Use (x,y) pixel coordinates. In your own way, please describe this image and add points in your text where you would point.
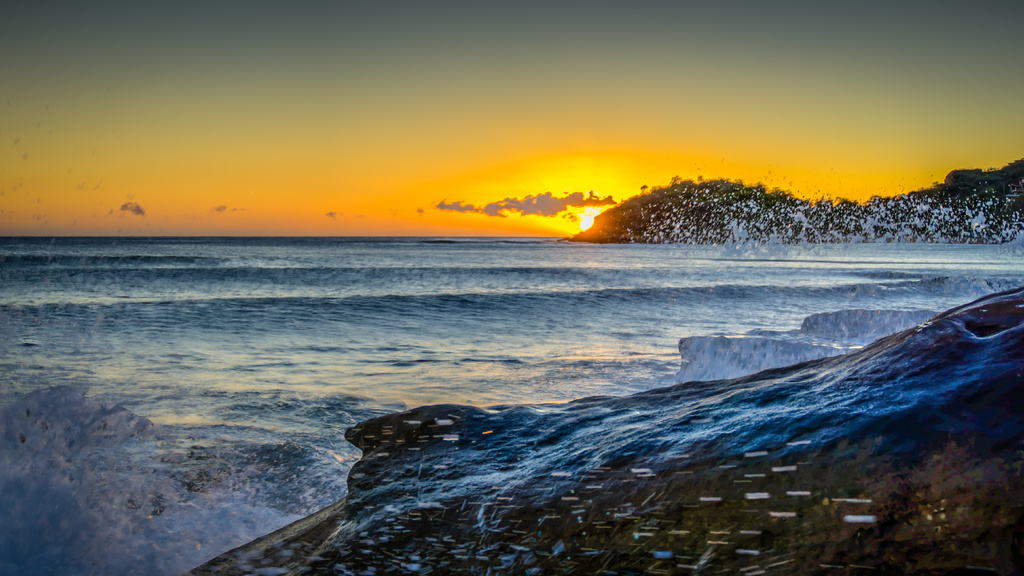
This image is taken outdoors. At the top of the image (361,122) there is the sky (258,140) with clouds (535,199) and sun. The sky (474,92) is orange and gray in colour. At the bottom of the image (494,518) there is a rock (586,493). In the background (721,219) is a hill (744,193). In the middle of the image (379,257) there is a sea (296,263) with waves (676,299).
